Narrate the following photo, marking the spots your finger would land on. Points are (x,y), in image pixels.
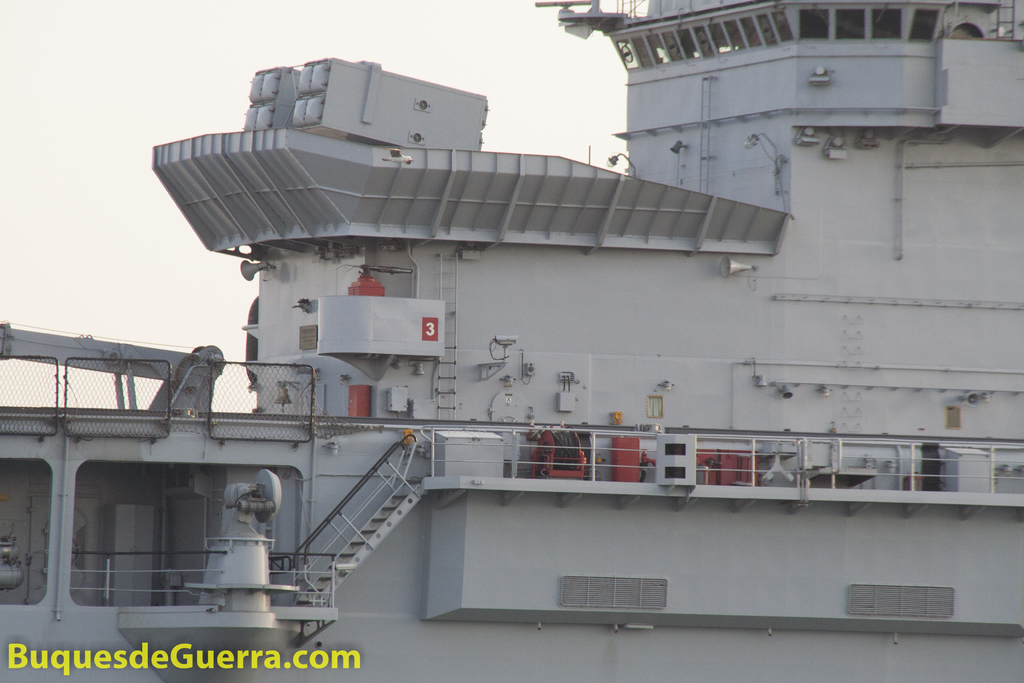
In this image we can see the ship (417,468) with the railing (331,571) and also stairs (398,497). In the bottom left corner (58,651) we can see the text (244,648). In the background (159,139) we can see the sky (510,58).
